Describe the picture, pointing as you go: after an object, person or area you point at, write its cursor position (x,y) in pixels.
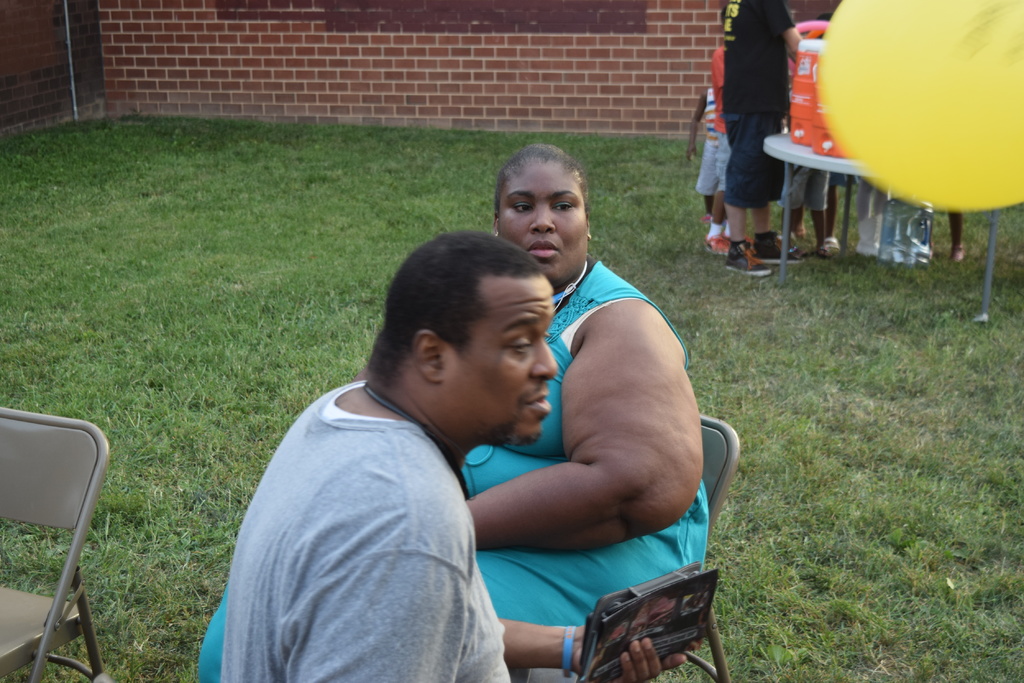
In the center of the image (477,358) we can see a man (464,510) and we can also see a woman (624,459) sitting on the chair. In the background (724,162) we can see the kids (713,147) standing on the grass (824,384) in front of the white table (825,167) and on the table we can see some orange color objects (816,104). In the background (316,101) we can see the brick wall (260,60). On the left (17,617) there is an empty chair (72,569).
